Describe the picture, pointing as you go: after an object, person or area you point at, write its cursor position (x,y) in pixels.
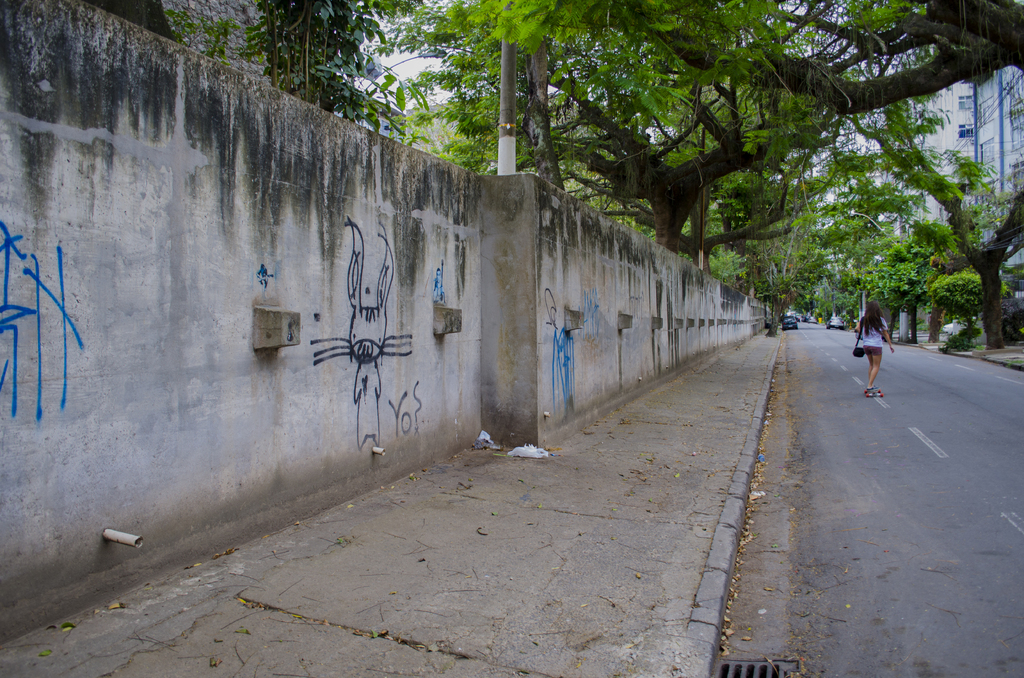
In this image there is a road (933,505) on that road (928,497) a women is skating, on either side of the road (781,421) there is a footpath (684,514), in the left side (242,502) footpath (614,453) there is wall (642,300), beside the wall (681,258) there are trees (682,196), in the right side (958,295) there are trees (950,265) and buildings (1003,181).
